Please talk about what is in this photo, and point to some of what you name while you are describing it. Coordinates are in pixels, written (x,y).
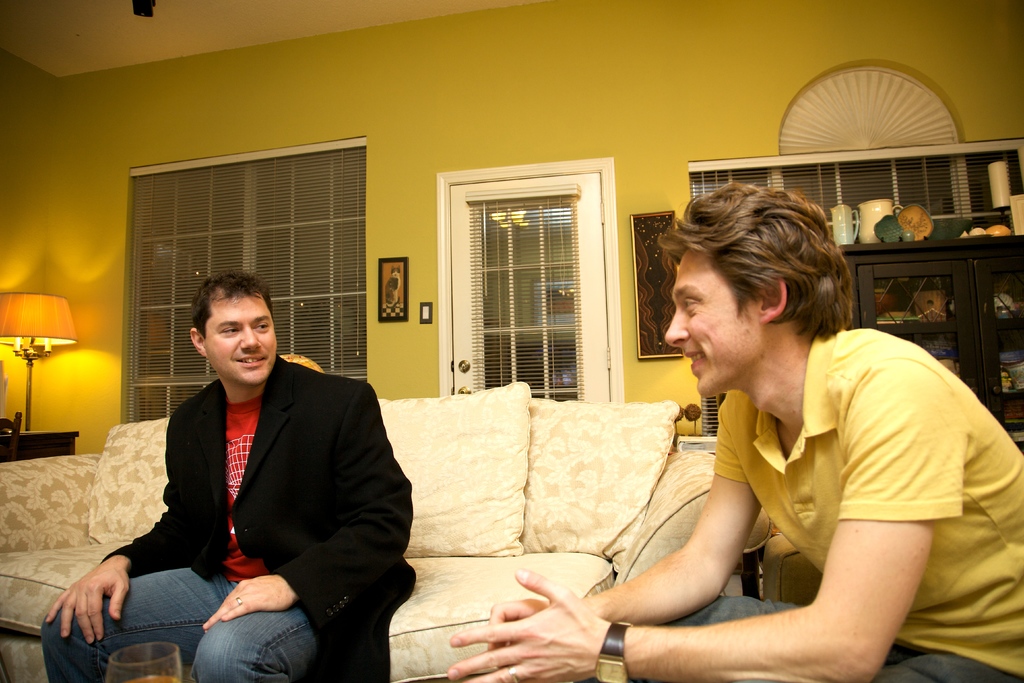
In this image, there are two persons (270,541) sitting on a couch (418,580) and a chair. On the left side of the image (43,448), I can see a table (43,439) and a lamp (28,414). In the background (492,269), I can see the windows (726,172), a door (533,329) with blinds (482,368) and there are photo frames (658,228) attached to the wall (647,150). On the right side of the image (938,298), I can see few objects (956,363) in a cupboard (981,330) and there are few objects (909,217) on top of a cupboard (896,245).
